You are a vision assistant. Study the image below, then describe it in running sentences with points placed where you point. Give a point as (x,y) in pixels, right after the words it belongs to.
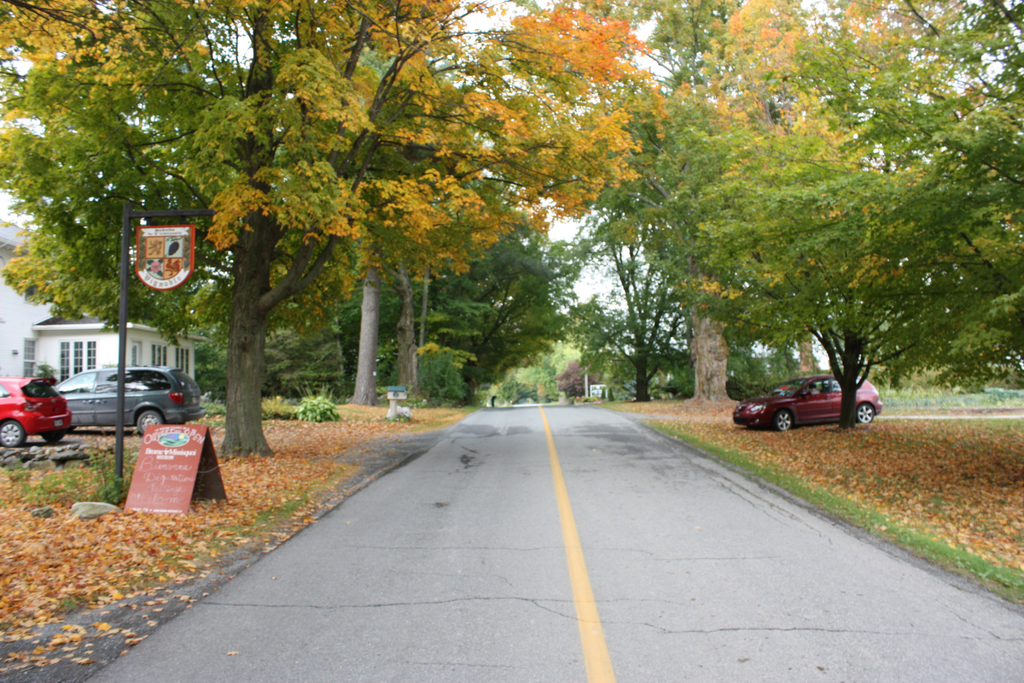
In this image, we can see a road (509,443) in between trees (486,199) and vehicles (792,410). There is a building (56,340), pole (123,370) and board (146,462) on the left side of the image (78,372).
